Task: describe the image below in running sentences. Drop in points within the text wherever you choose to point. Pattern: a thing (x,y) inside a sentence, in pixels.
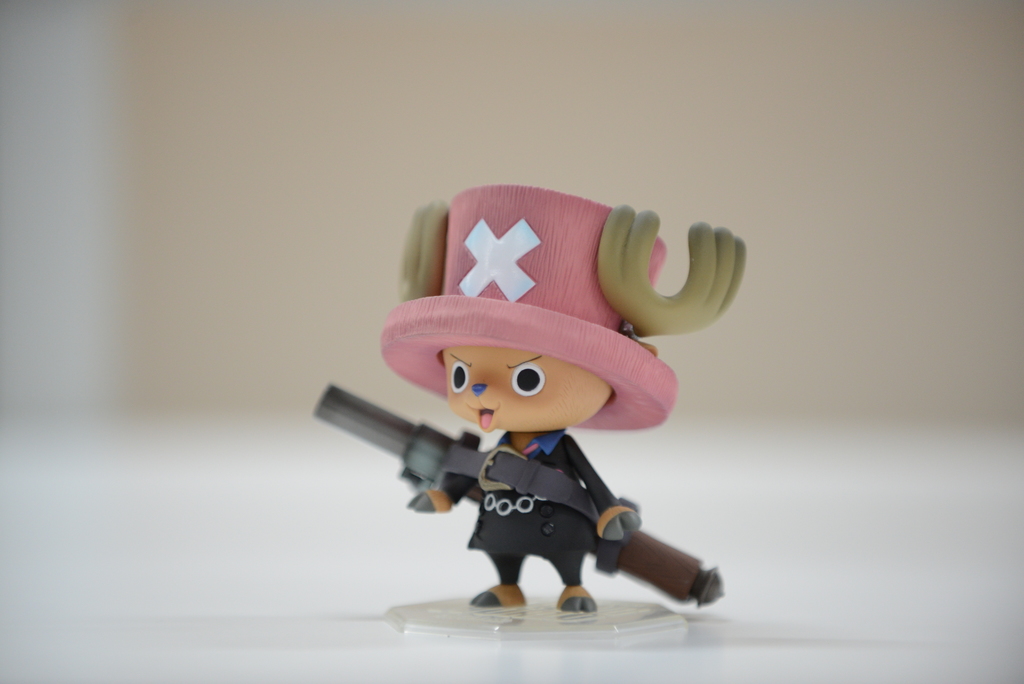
As we can see in the image there is a toy (525,309) holding a gun (354,405) and the background (980,363) is blurred.
